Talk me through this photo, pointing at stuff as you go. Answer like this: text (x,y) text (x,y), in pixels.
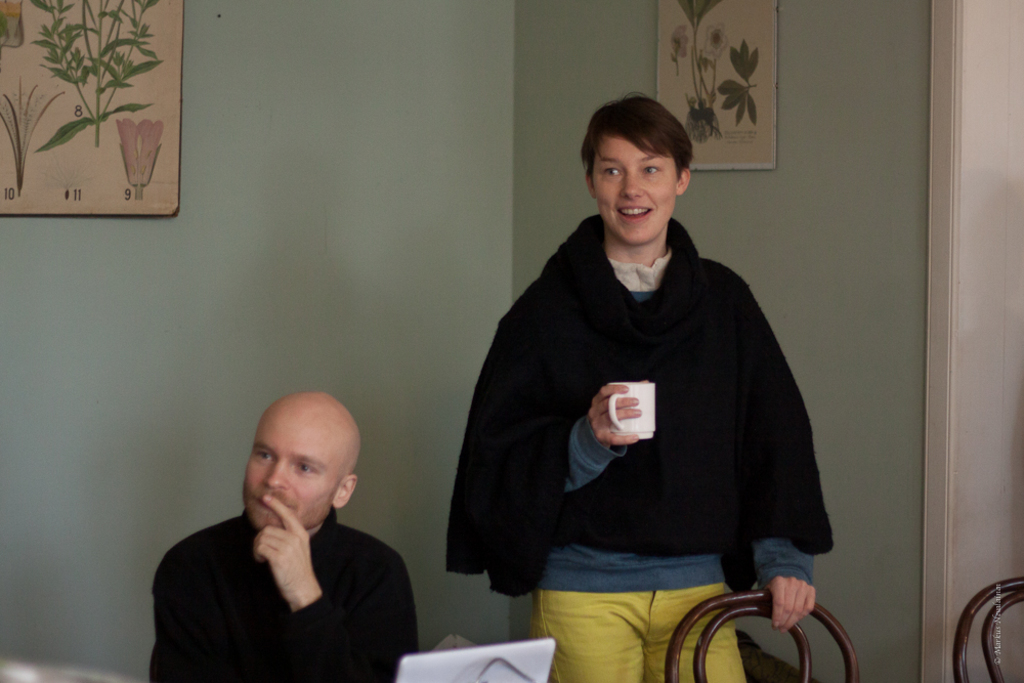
Here I can see a person (592,345) wearing a black color jacket (675,431), holding a cup (627,418) and a chair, standing and smiling. Beside this person (528,543) there is another person (301,612) wearing black color dress (237,608) and sitting. Both are looking at the left side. At the bottom (438,675) there is a laptop (437,672). In the background (124,107) there are two frames (69,111) attached to the wall (328,112).
